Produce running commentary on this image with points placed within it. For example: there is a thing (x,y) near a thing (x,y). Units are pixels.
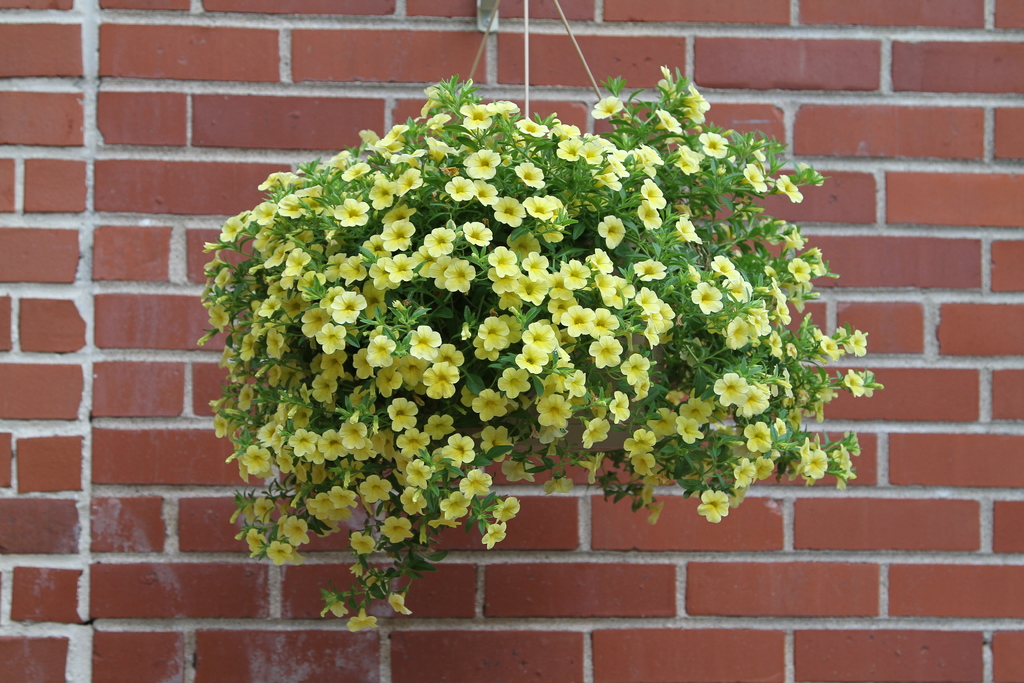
In the middle (509,326) on this image there is a plant (530,273) along with the yellow color flowers (343,293). In the background (147,438) there is a wall (147,438).
